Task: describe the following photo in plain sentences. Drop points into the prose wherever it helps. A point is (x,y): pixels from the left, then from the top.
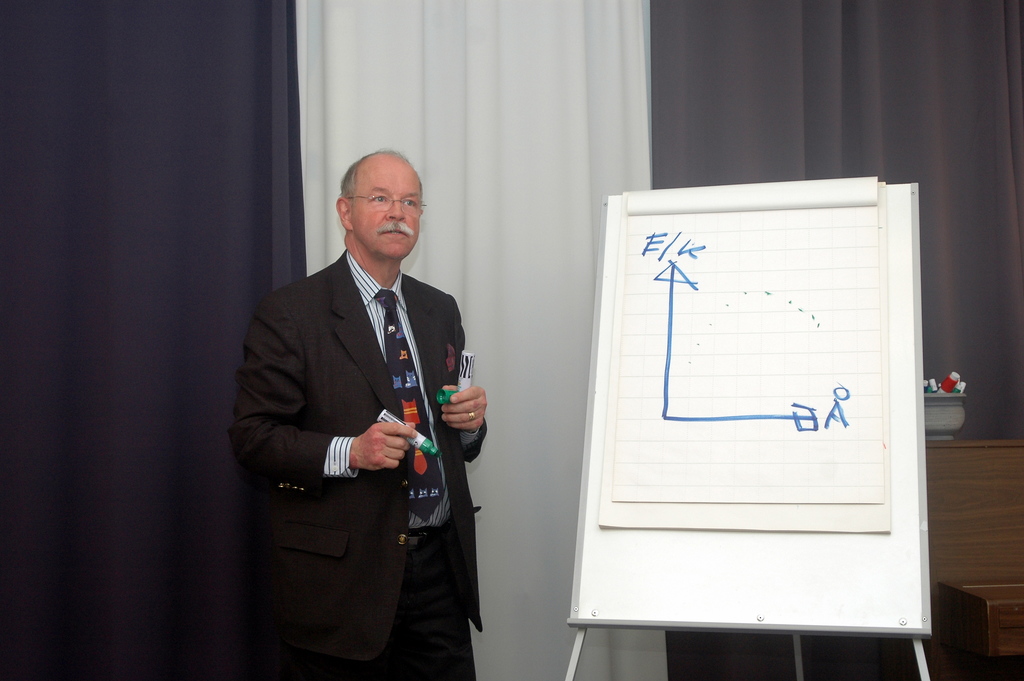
In this image, at the left side (325,602) there is a man (330,551) standing and he is holding a marker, at the right side (923,616) there is a white color board (823,610), in the background (765,659) there are some curtains (301,98).
